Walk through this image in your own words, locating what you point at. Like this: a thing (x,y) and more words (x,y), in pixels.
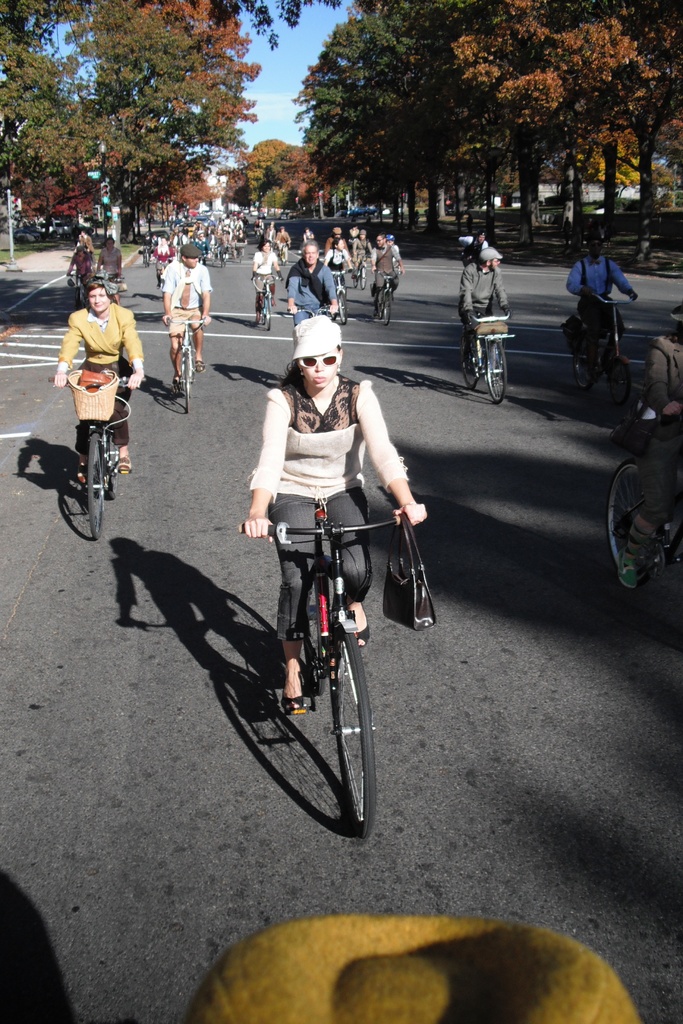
In this image we can see people (343,443) riding bicycles (360,652). In the background (283,189) there are trees (340,1) and sky (311,57).
